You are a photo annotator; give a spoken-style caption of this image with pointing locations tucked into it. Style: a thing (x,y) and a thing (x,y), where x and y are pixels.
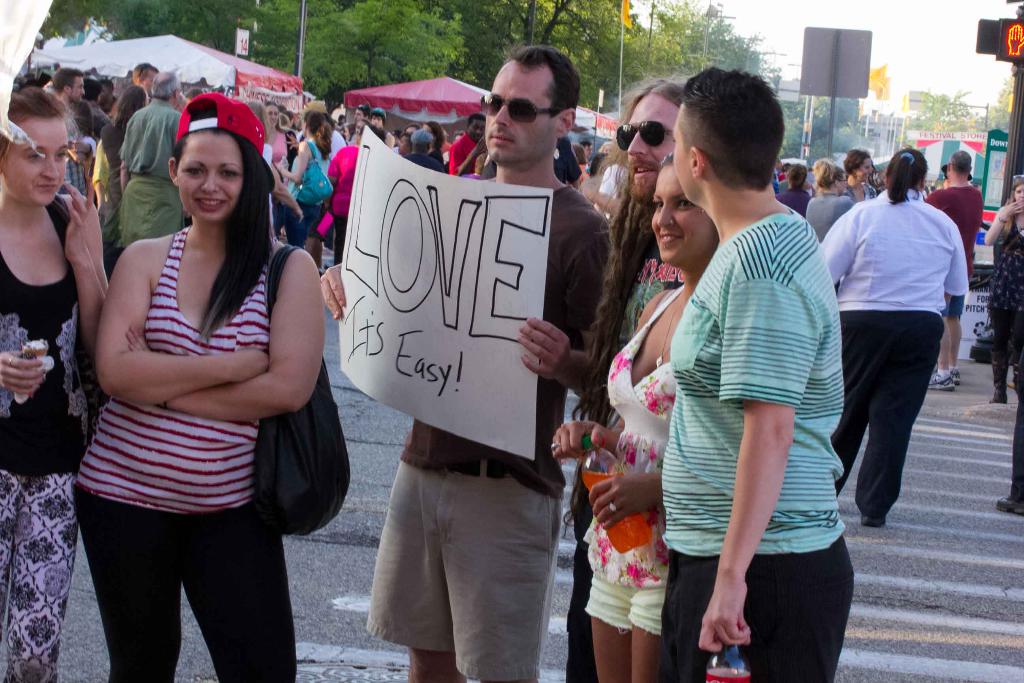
In this image we can see a person (535,340) holding a chart (464,415). We can also see some people (110,427) around him. Two people (643,562) are holding bottles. On the backside (464,76) we can see a group of people (477,174), some tents (980,173), board (842,83), a sign board (995,182), trees (841,135), pole (1008,171) and the sky (889,42).
